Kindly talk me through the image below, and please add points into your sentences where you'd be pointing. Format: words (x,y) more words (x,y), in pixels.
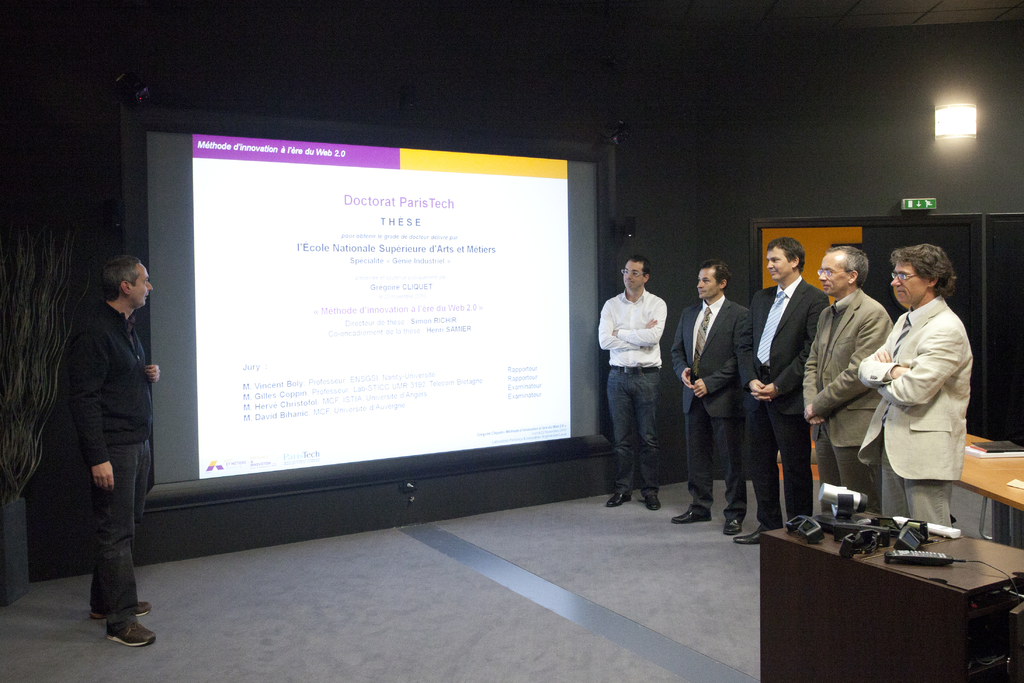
A picture inside of a room (66,497). These persons (117,316) are standing. A screen (343,310) on wall (667,323). Backside of this person (907,399) there is a table (988,497), on this table (987,471) there is a book (1010,446). On top (975,118) there is a light (949,125). On this table (893,641) there is a remote (944,561) and things (856,496). Backside of this person (110,396) there is a plant (58,331).
